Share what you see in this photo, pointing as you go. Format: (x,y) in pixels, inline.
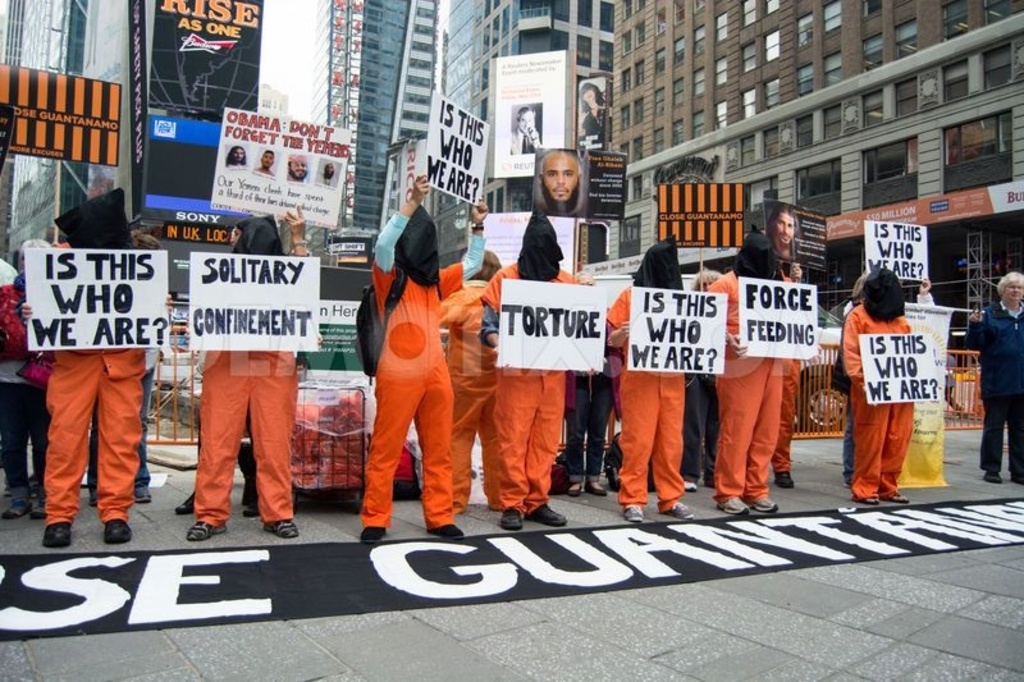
In this image we can see these people (64,368) wearing orange color dresses (528,464) and masks (754,272) to their faces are holding placards (44,316) and standing on the road (381,622). In the background (963,274), we can see the barrier gates (809,369), boards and tower buildings (1009,50).
